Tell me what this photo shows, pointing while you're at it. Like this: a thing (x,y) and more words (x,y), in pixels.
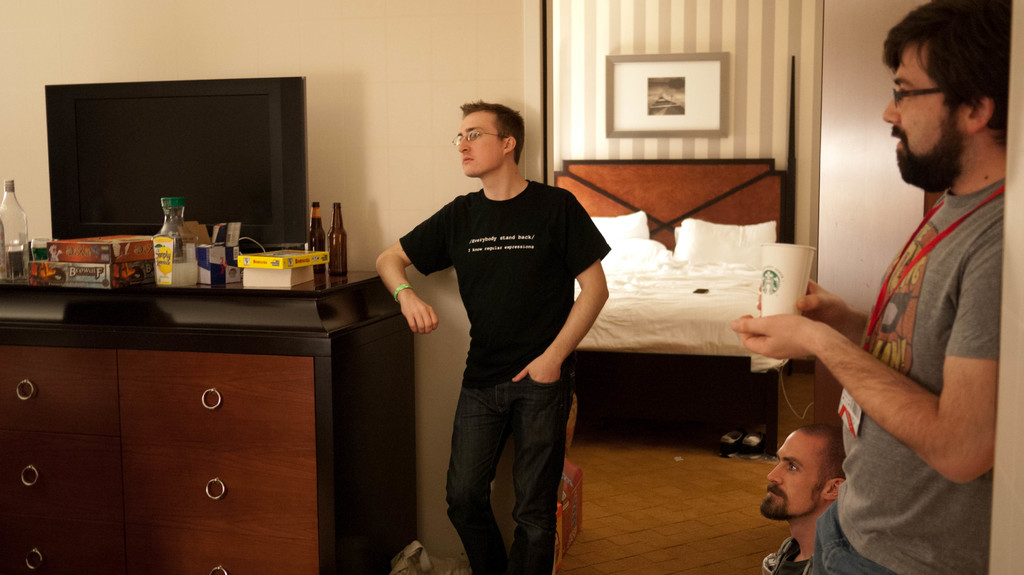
This is an image clicked inside the room (244,60). In this image I can see three persons (895,411), two are standing. On the right side of the image (690,265) there is a bed (737,309). On the left side of the image (143,387) there is a table (148,370). On that table (210,325) there is a monitor (195,186), some bottles (322,233) and some boxes (132,278) are placed.
